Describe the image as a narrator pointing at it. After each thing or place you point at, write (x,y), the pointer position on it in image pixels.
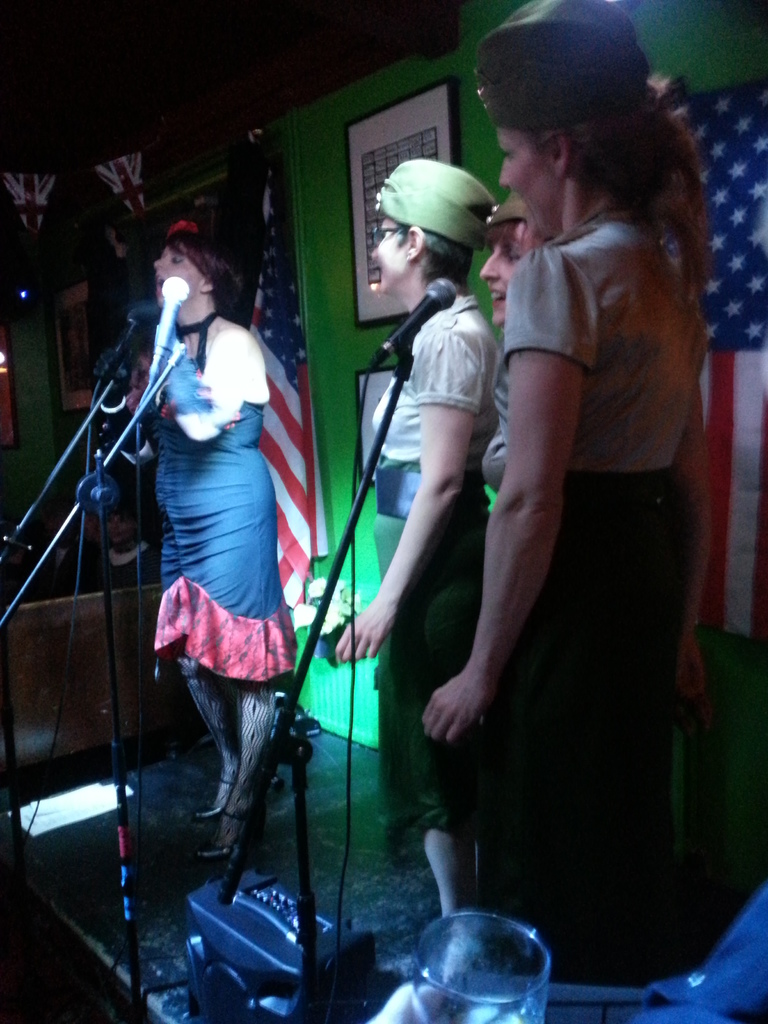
In this image I can see four persons (190,363) are standing on the stage (371,751) and singing in front of a mike (305,799). In the background (757,703) I can see a wall (724,726), wall painting (392,125) and flags (109,177). This image is taken in a hall (367,867).
